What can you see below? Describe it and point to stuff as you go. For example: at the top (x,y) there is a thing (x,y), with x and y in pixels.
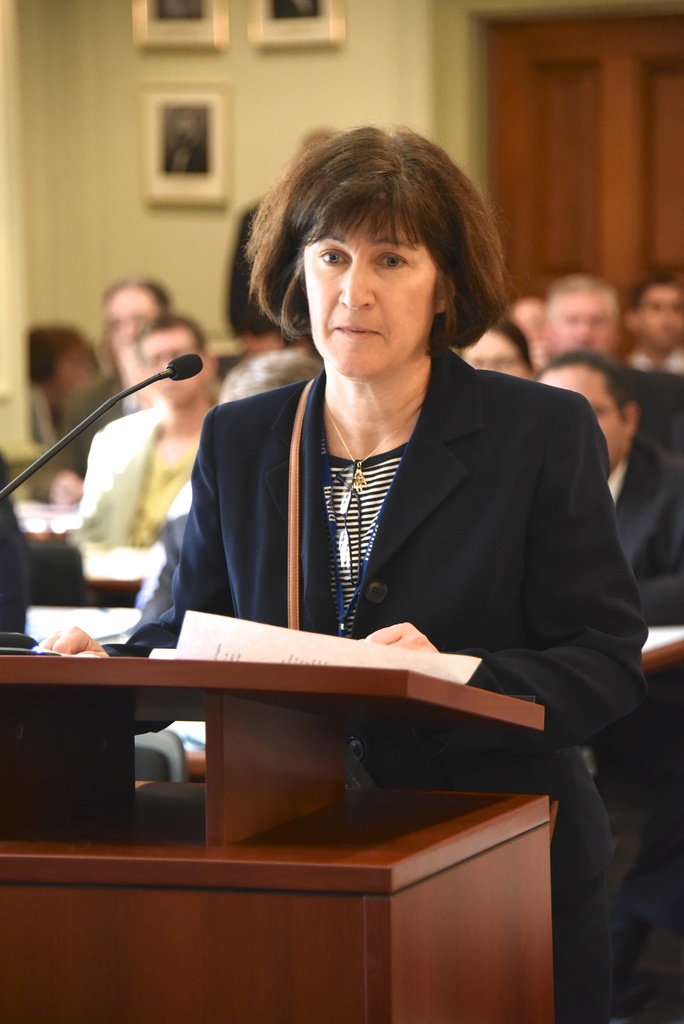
In this image I see a woman (580,917) who is standing in front of podium (22,961), on which there are papers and a mic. In the background (66,478) I see few people (82,467) who are sitting and I see the wall (14,62) on which there are photo frames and a door (571,33) over here.
